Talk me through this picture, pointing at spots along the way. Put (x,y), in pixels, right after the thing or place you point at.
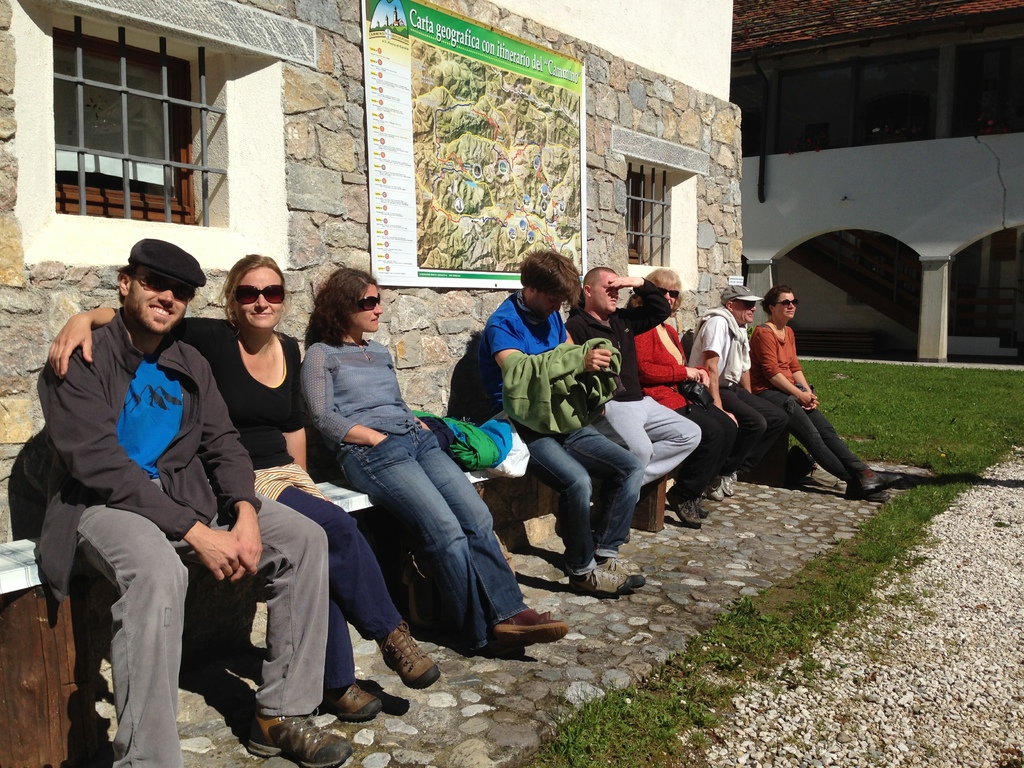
In this image there are few people (419,484) sitting on a bench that is laid to a wall (701,68), in the background (769,153) there is a house (936,291).
